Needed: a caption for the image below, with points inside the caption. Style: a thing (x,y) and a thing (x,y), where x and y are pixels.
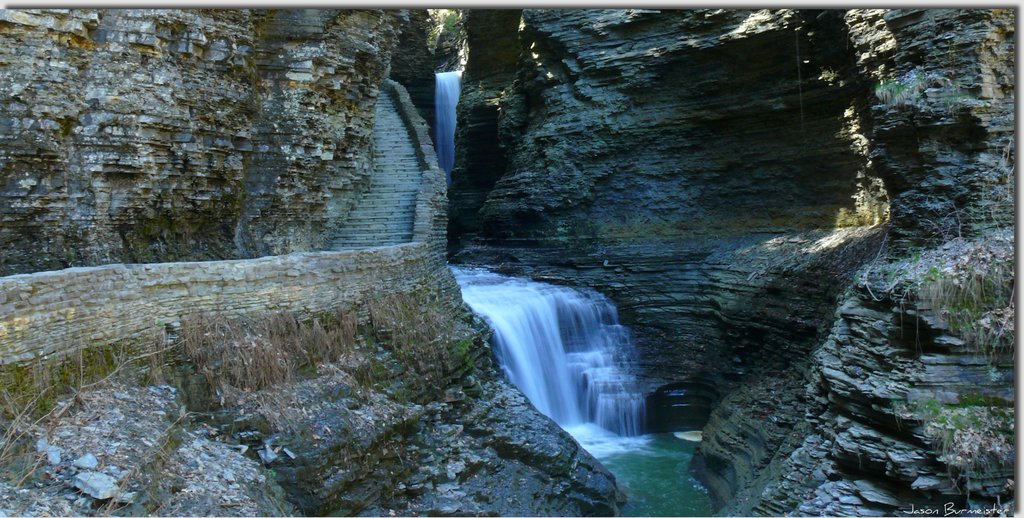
In the middle (539,323) water (448,127) is falling from the rocks (465,160) and on the left (157,105) and right side (686,215) we can see rock mountain (453,488).
